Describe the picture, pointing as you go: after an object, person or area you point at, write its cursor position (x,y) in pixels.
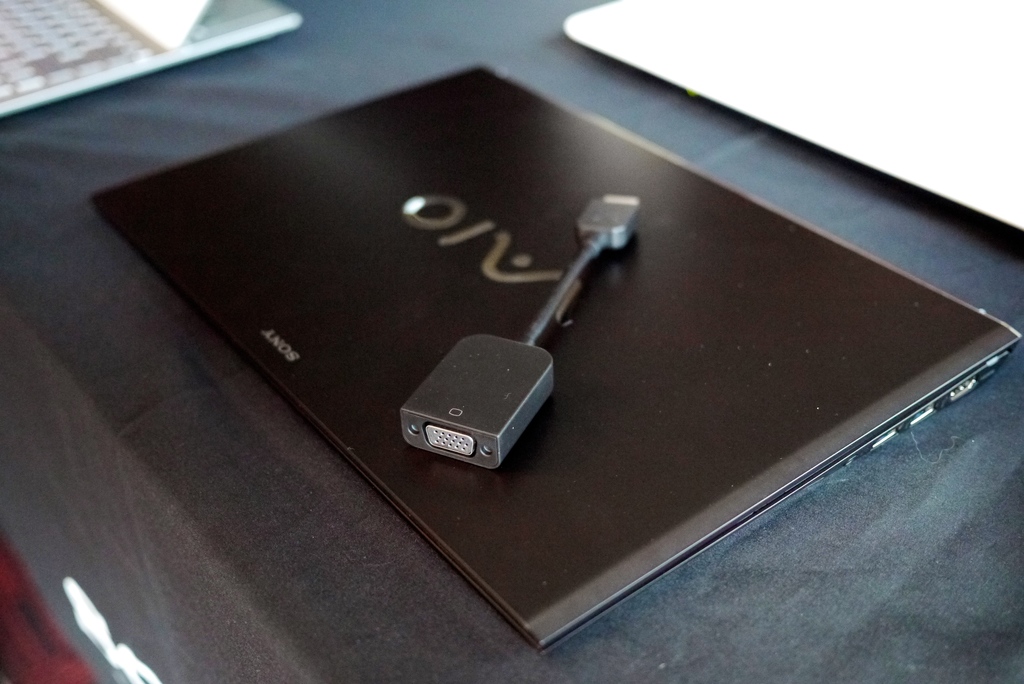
In the center of the image (421,260) we can see laptop (607,273) and plug (616,213) placed on the table (52,154).
